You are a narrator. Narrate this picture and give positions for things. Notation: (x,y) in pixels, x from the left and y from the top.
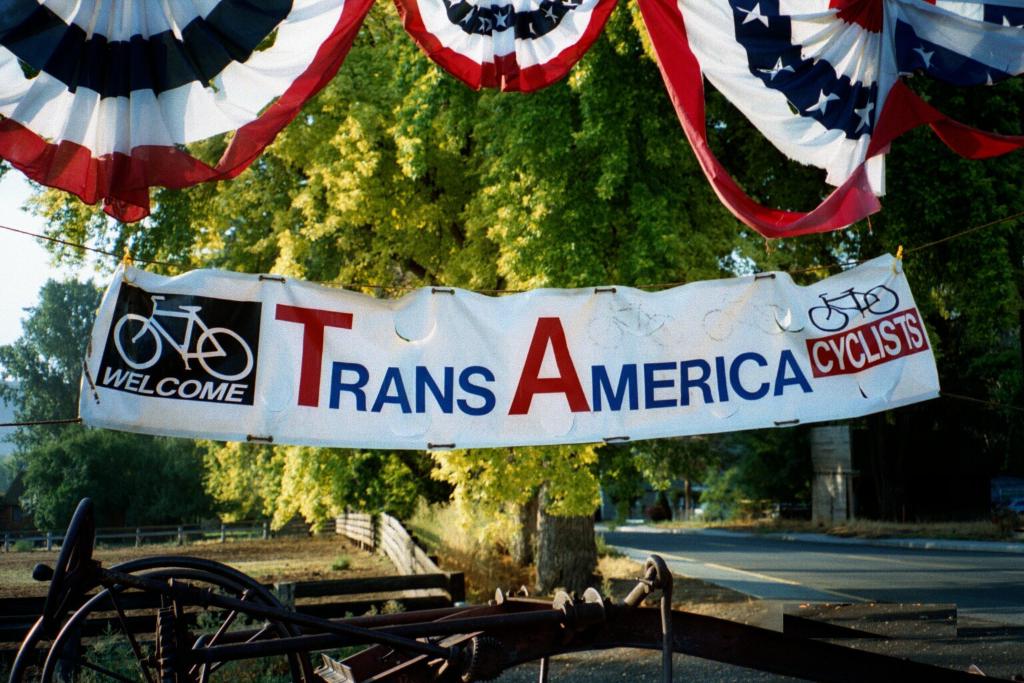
Front we can see a banner (771,323) and wheel (188,562). Background (411,584) there are trees (341,254) and fence (384,539).
